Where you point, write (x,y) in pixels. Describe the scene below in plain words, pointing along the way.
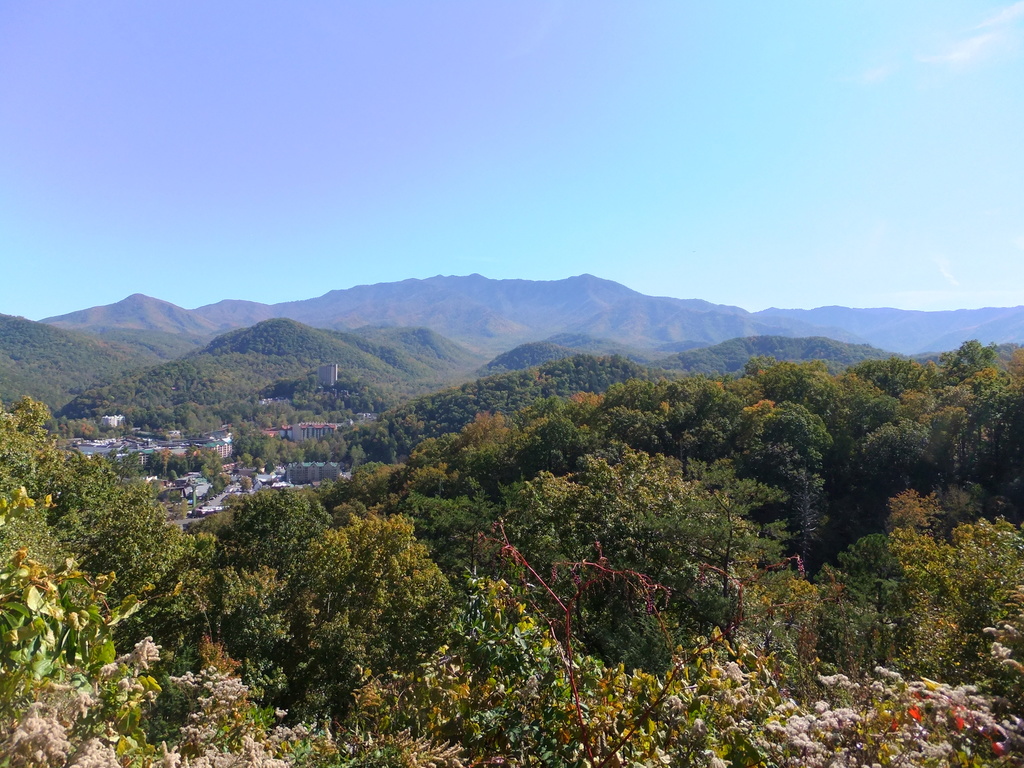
This image is taken outdoors. At the bottom of the image (180,653) there are many trees (444,638) and plants (109,578). At the top of the image (338,113) there is a sky (208,60) with clouds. In the background (147,444) there are a few houses (205,443) and buildings (185,444). There are a few hills (241,352) with many trees (689,362) and plants (148,404).
